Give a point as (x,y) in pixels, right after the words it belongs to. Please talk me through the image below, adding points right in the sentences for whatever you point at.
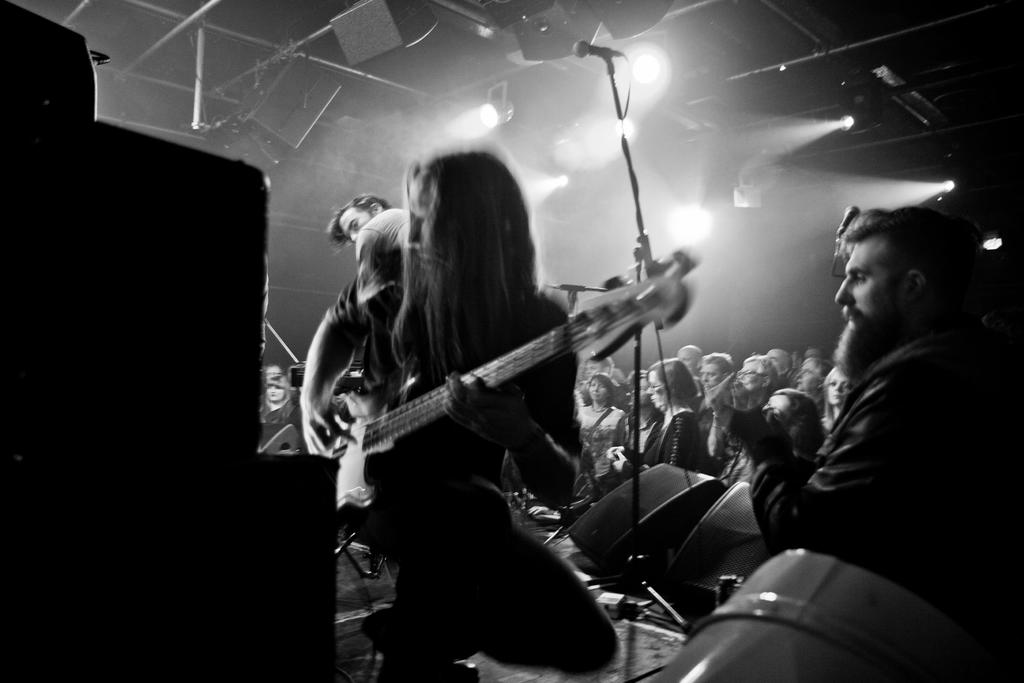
In this image I can see few people (423,560) with the musical instruments (528,360) and there is a mic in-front of these people (474,439). And I can see the group of people (773,372) standing in the back (691,416). I can also see many lights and the sound boxes (287,125) in the top (505,106).
